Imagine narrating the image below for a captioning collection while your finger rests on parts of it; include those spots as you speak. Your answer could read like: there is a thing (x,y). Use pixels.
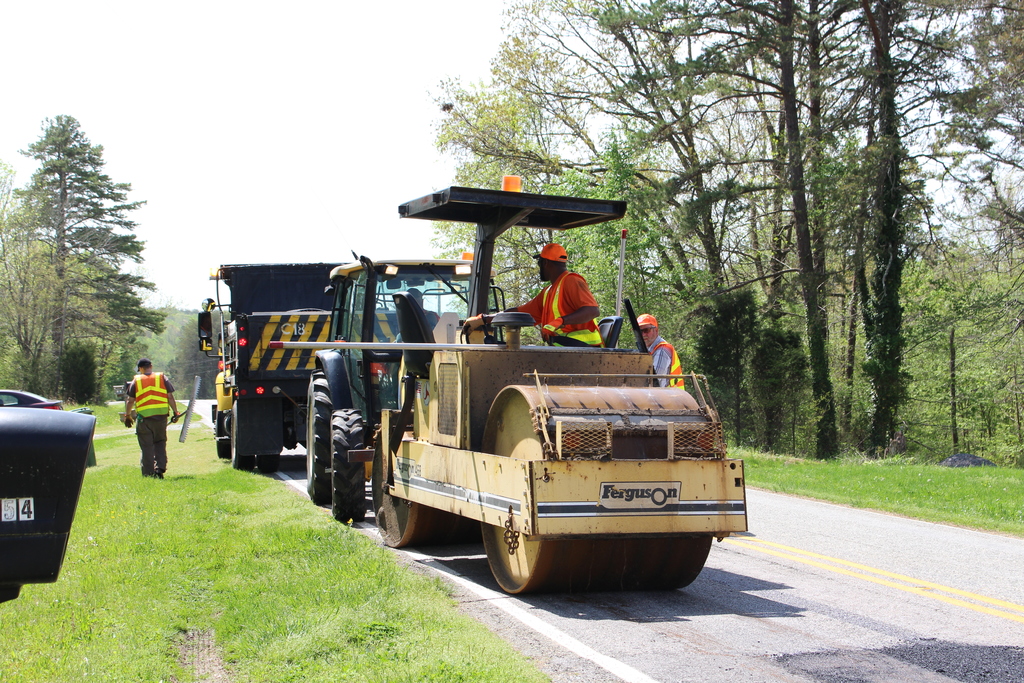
In this image we can see road-roller (526,561), truck (253,285) and some persons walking on the road (510,640) and in the background of the image (167,308) there are some trees (501,274) and clear sky (237,147).
